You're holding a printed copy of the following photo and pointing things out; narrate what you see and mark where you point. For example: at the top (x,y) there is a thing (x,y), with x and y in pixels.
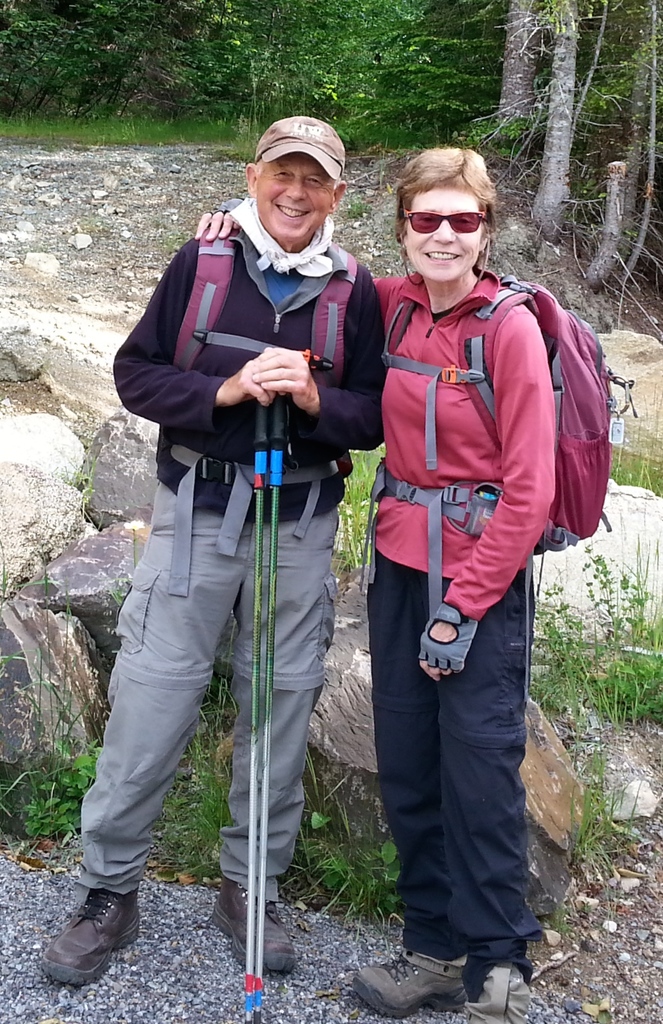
In this image we can see there is a person (327,485) and a lady (428,561) standing and the person (298,492) holding two sticks (274,504) in his hand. In the background (172,75) there are trees (219,81).
